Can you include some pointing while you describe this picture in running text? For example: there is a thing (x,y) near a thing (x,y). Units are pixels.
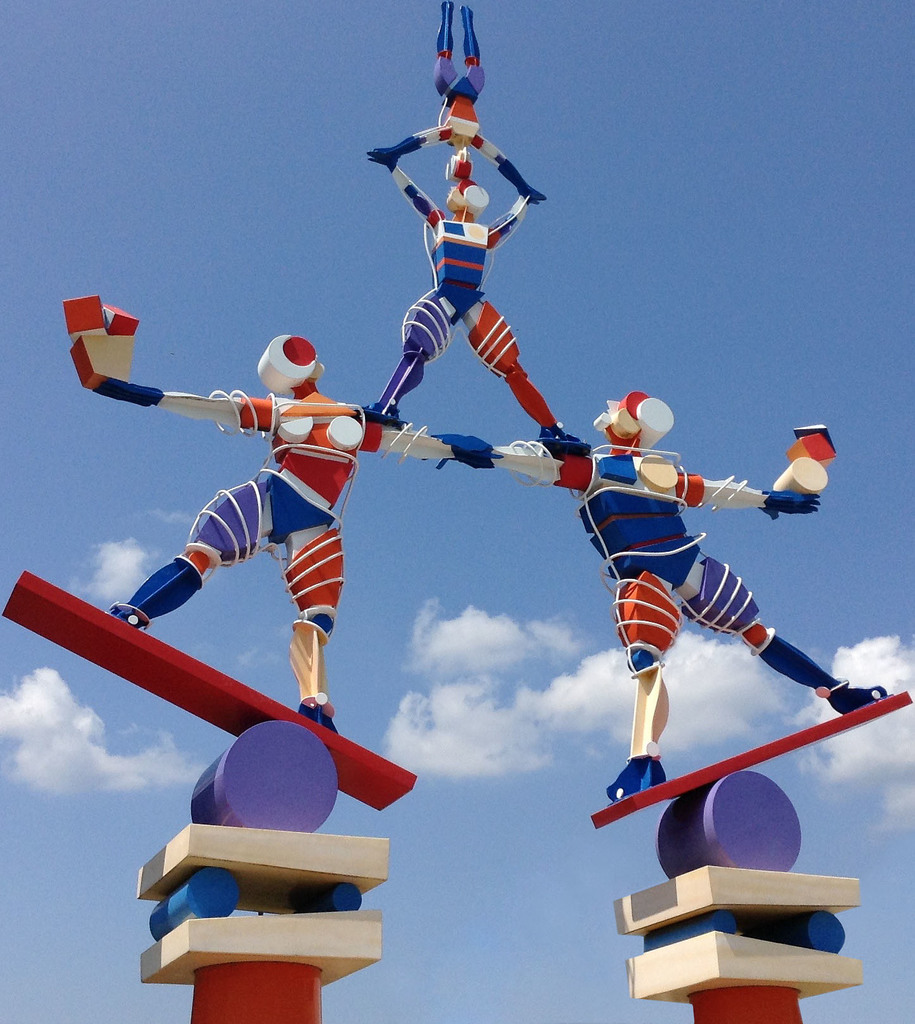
There are some toy human beings (453,277) on blocks (240,701). In the background (460,607) there is sky (463,861) with clouds (483,737).
